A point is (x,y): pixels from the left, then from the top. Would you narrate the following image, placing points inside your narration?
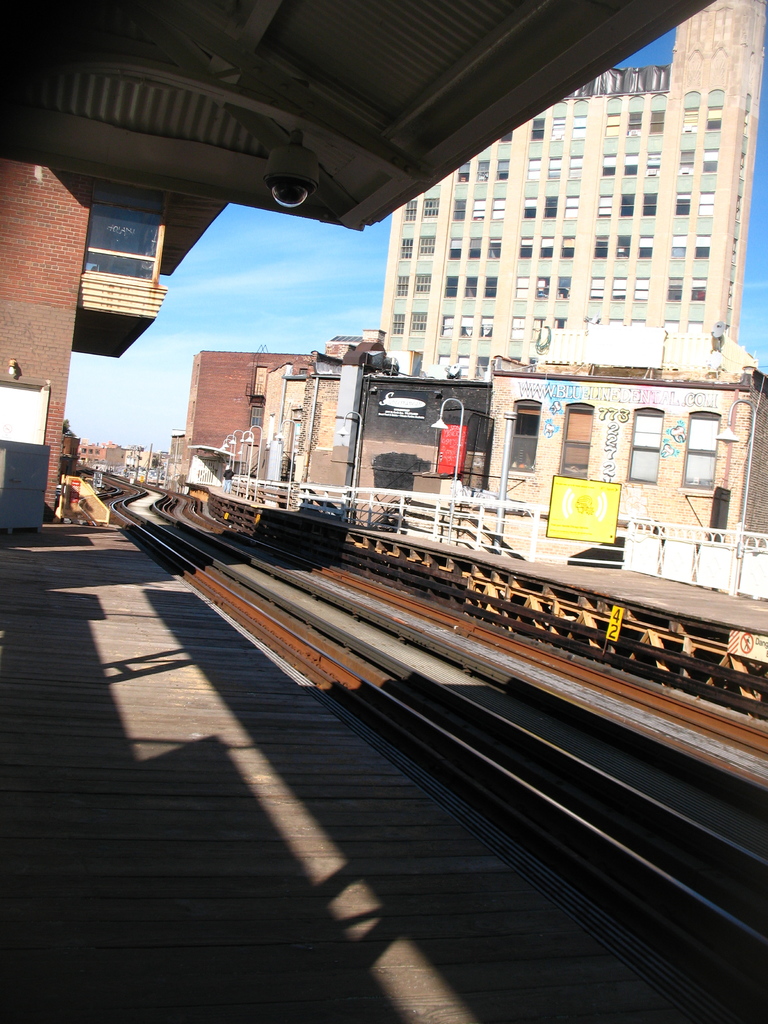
In the center of the image (290,586) we can see a railway track (605,791). In the background (616,531) there are buildings (457,410), poles (451,534), fence (440,524) and sky (224,329).
